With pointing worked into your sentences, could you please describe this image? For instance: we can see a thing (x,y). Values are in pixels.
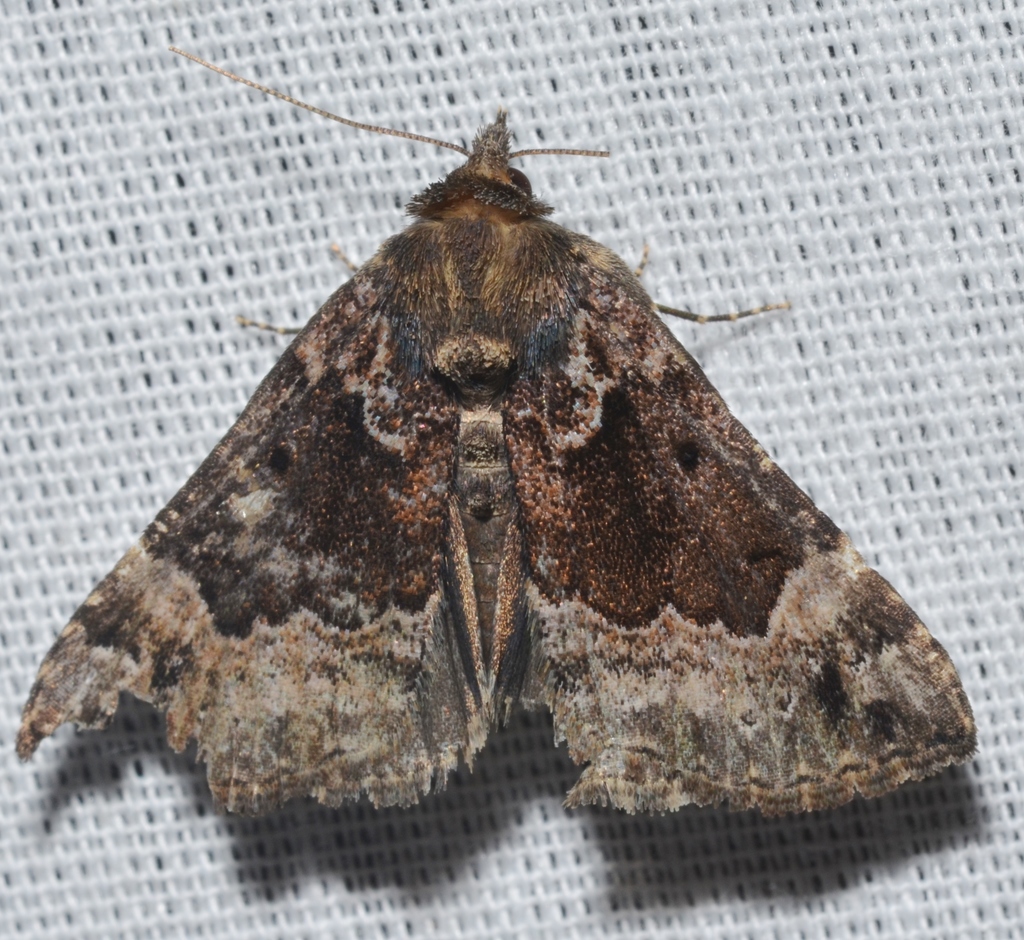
In this picture I can see there is a insect (650,339), it has a body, wings (606,339), legs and a head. In the backdrop (157,415) there is a white surface (805,360).
